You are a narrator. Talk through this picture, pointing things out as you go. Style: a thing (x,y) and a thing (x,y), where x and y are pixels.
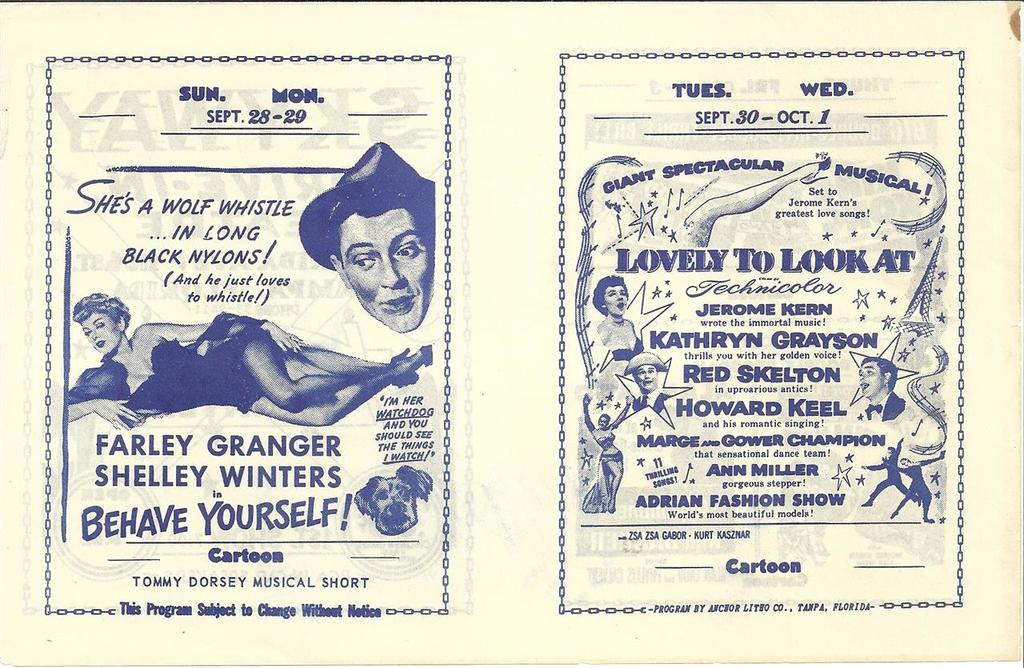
This picture seems to be an edited image. On the left (121,356) there is a woman (117,396) wearing dress (219,390) and lying and we can see the picture (403,260) of a person (354,271) and an animal (380,510) and we can see the text (379,416) on the image. On the right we can see the pictures of group of persons (597,299). The background of the image (516,62) is white in color and we can see the numbers (259,120) on the picture.
